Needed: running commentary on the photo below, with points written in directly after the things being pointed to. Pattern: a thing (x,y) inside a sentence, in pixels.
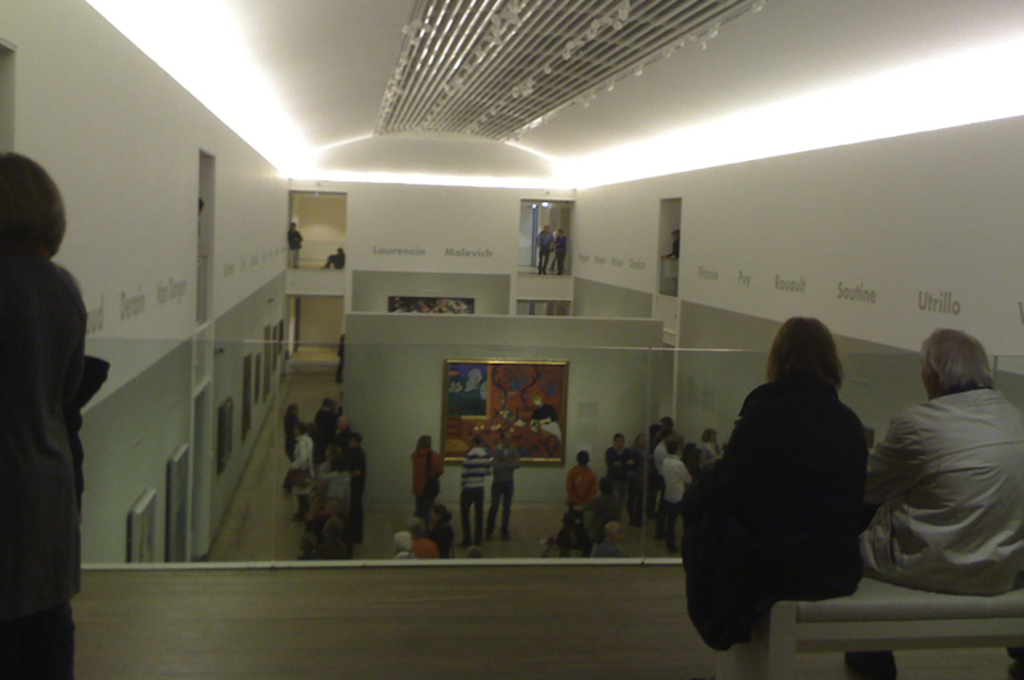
In this image, we can see the inside view of the hall (624,423). Here we can see some photo frames (556,411), a group of people (626,452). Few are standing. Here we can see two people (1021,580) sitting on a bench (875,623). Top of the image (756,90), there is a roof (696,121).
